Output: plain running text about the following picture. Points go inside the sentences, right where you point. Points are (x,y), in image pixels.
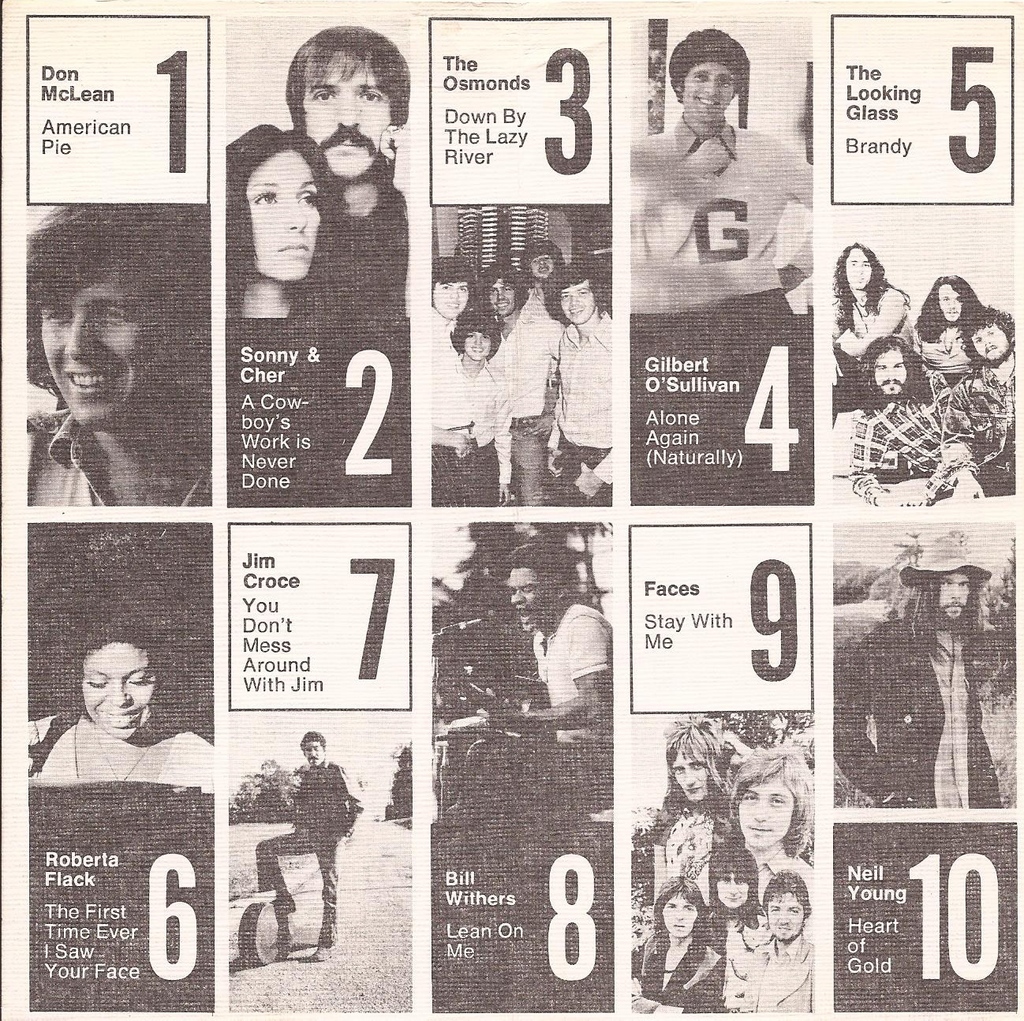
In this image there is a collage of song listings (485,566), on which the title of the song (95,120) and a person (116,342) is printed on it.
